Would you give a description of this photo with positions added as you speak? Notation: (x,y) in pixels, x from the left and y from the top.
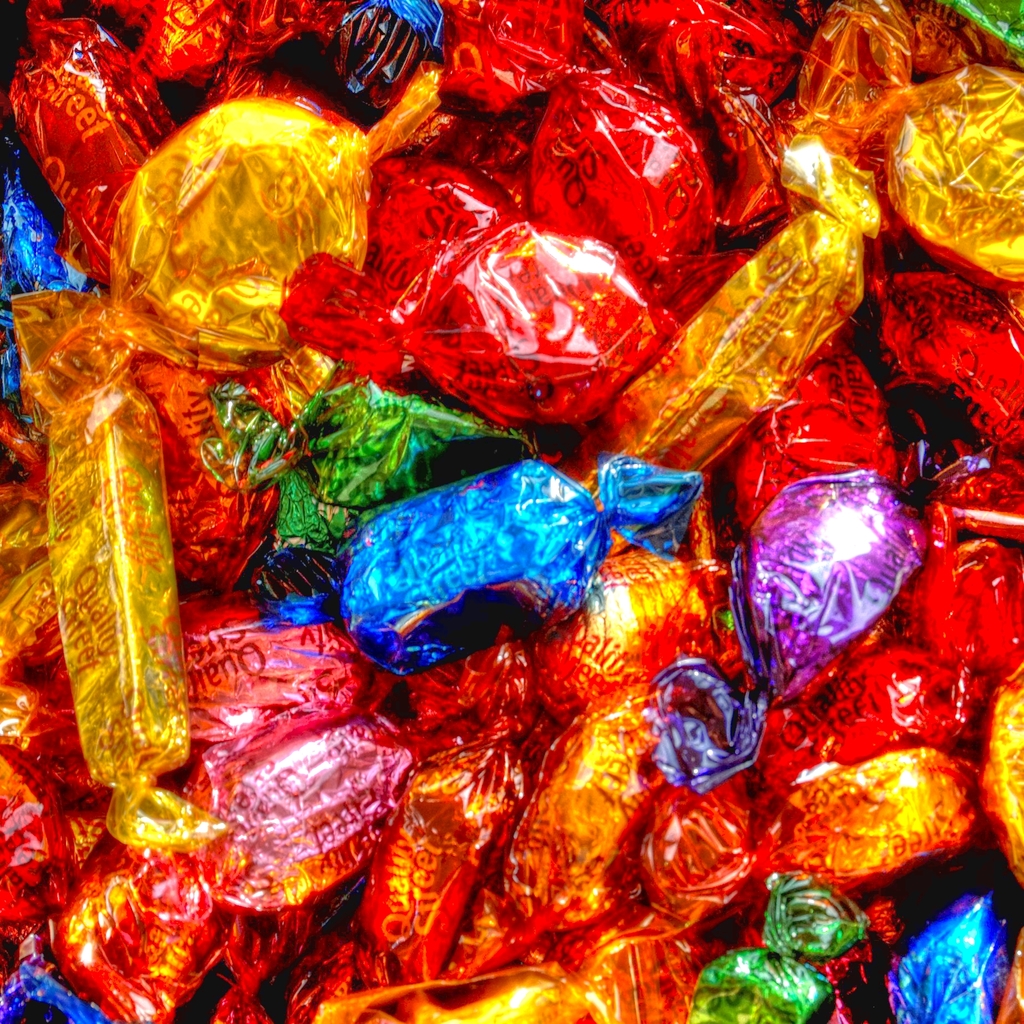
In this image, we can see there are chocolate (626,150) having red, golden, blue, violet, pink and green color covers (349,488).
